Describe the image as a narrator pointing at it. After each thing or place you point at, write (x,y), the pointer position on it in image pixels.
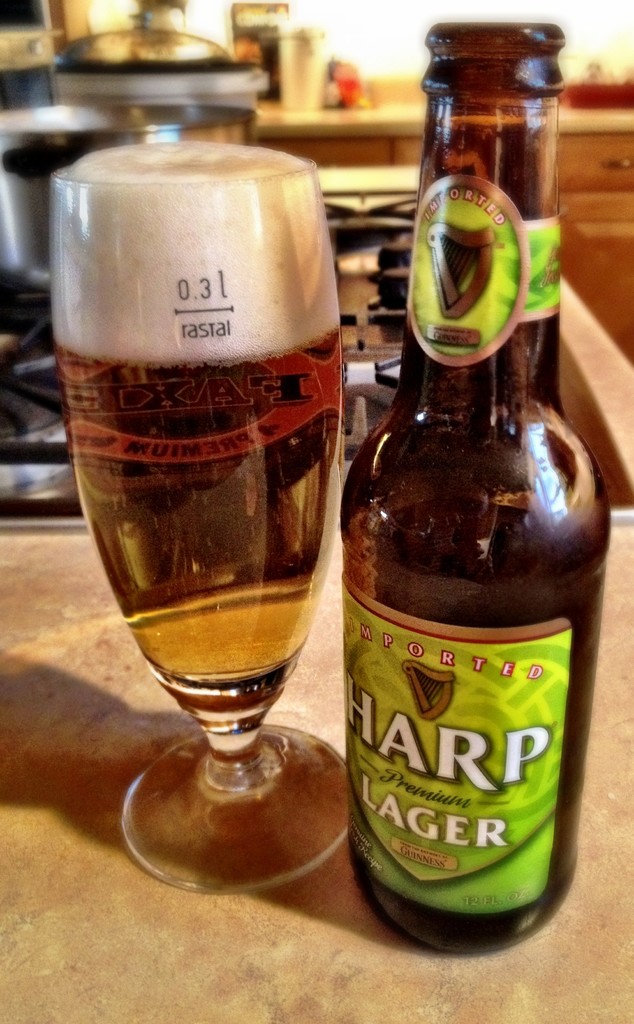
In this picture I can see there is a beer bottle (512,330) and a beer glass (199,600) placed here and the beer bottle (455,756) has two labels (429,211) and the glass (217,252) is filled with beer (286,185) and there is a stove (377,265) in the backdrop (391,246) and there are two utensils (155,115) placed on the stove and the backdrop (236,11) is blurred.
